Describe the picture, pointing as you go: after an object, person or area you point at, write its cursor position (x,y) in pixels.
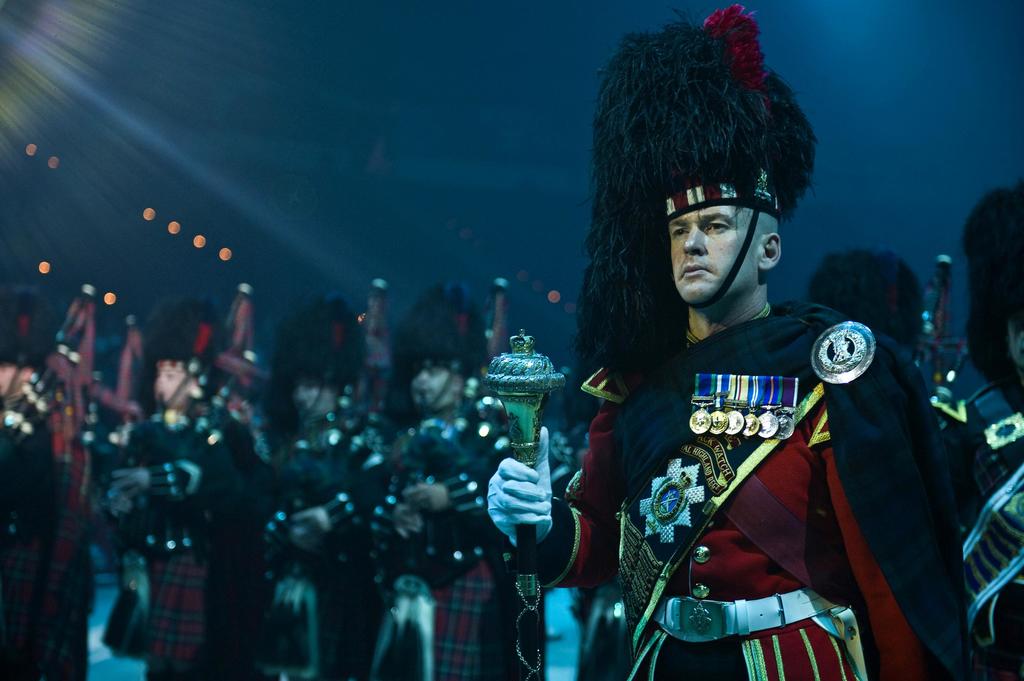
In this image there is one person (630,470) standing on the right side of this image (709,459) is holding an object (513,438). There are some other persons (410,439) standing in the background (284,458).
